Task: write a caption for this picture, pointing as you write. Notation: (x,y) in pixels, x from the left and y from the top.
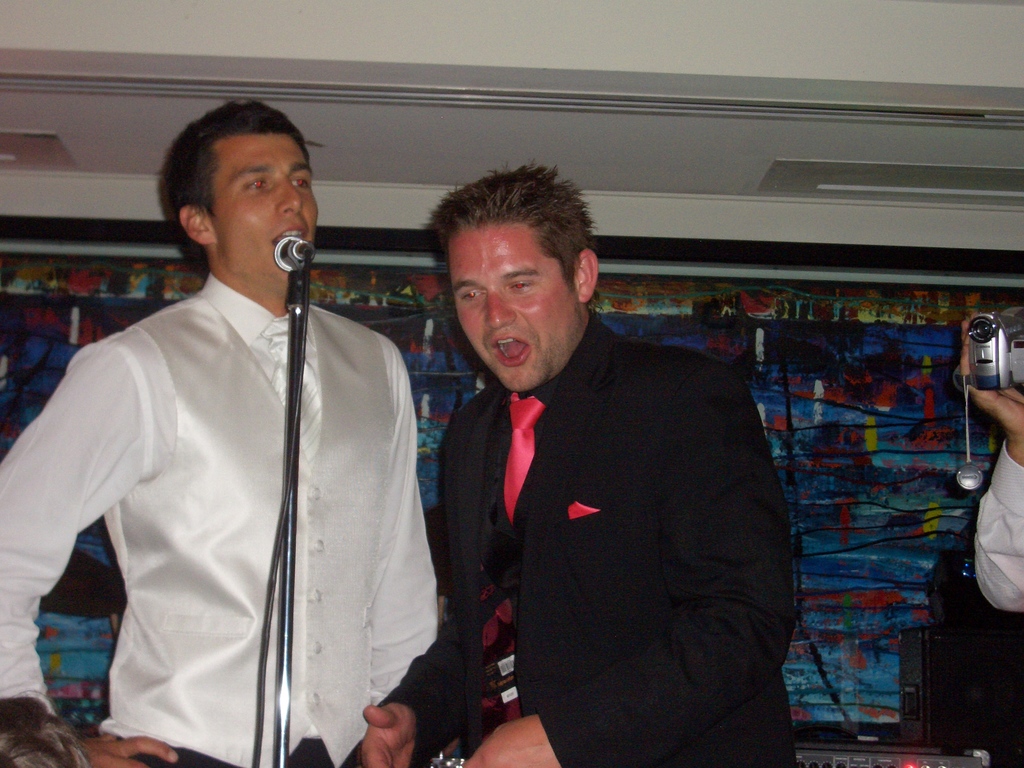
In this image we can see this person (130,495) wearing white jacket (182,360) and white shirt (74,487) and this person (581,491) wearing black blazer (546,494) and red color tie (526,455) are standing near the mic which is kept to the stand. Here we can see a person's hand (966,340) holding video camera (1005,312). In the background (814,306), we can see the wall frame (792,332) on the wall (862,227) and the ceiling (662,138).
